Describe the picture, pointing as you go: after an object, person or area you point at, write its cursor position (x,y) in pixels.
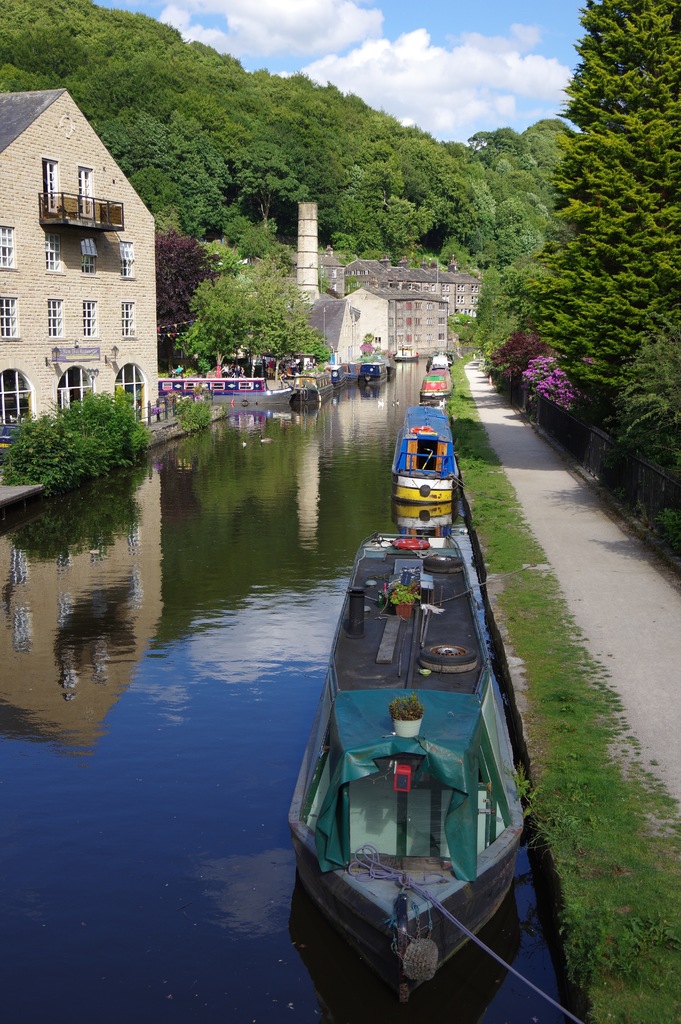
In the image there is a river (319,413) and on the river (335,408) there are boats (394,485), around the river (333,432) there are trees (298,192) and buildings (425,303).
